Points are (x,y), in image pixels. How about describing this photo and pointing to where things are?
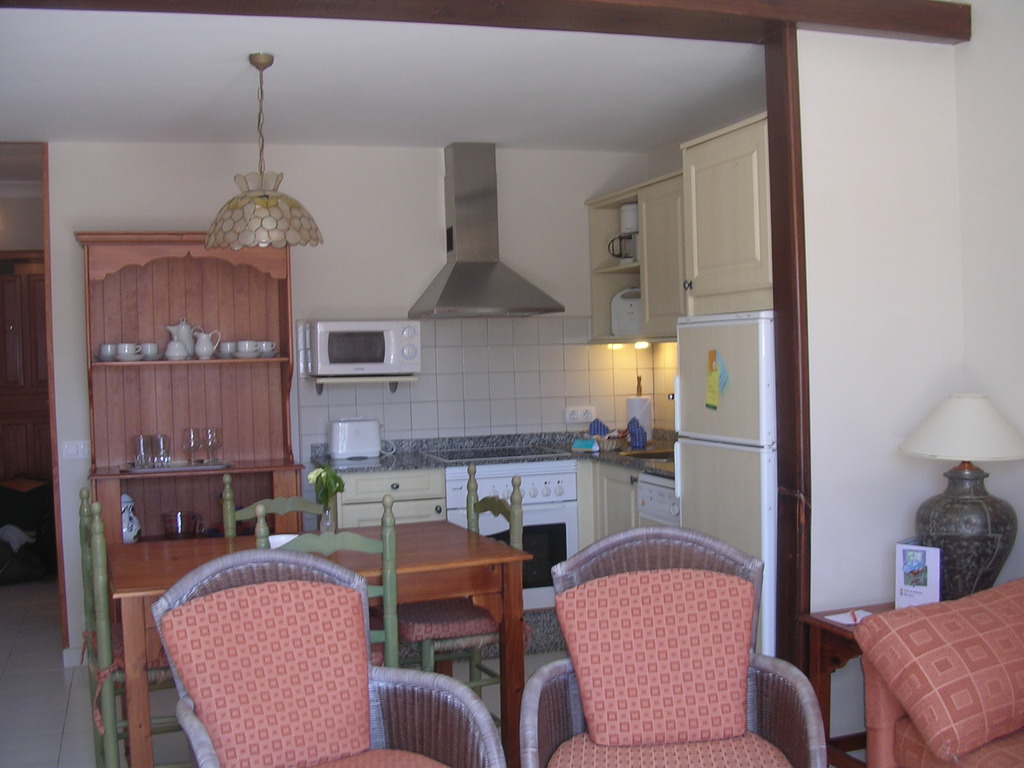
In this image we can see chairs (352,609), tables (197,549). In the background of the image (428,475) there is a kitchen platform (396,466). There is an oven (370,332), chimney (513,302). There is a cupboard (132,396) in which there are objects (130,360). At the top of the image (212,98) there is a ceiling (276,101) with light (277,189). To the left side of the image (1,387) there is a door (10,398).
